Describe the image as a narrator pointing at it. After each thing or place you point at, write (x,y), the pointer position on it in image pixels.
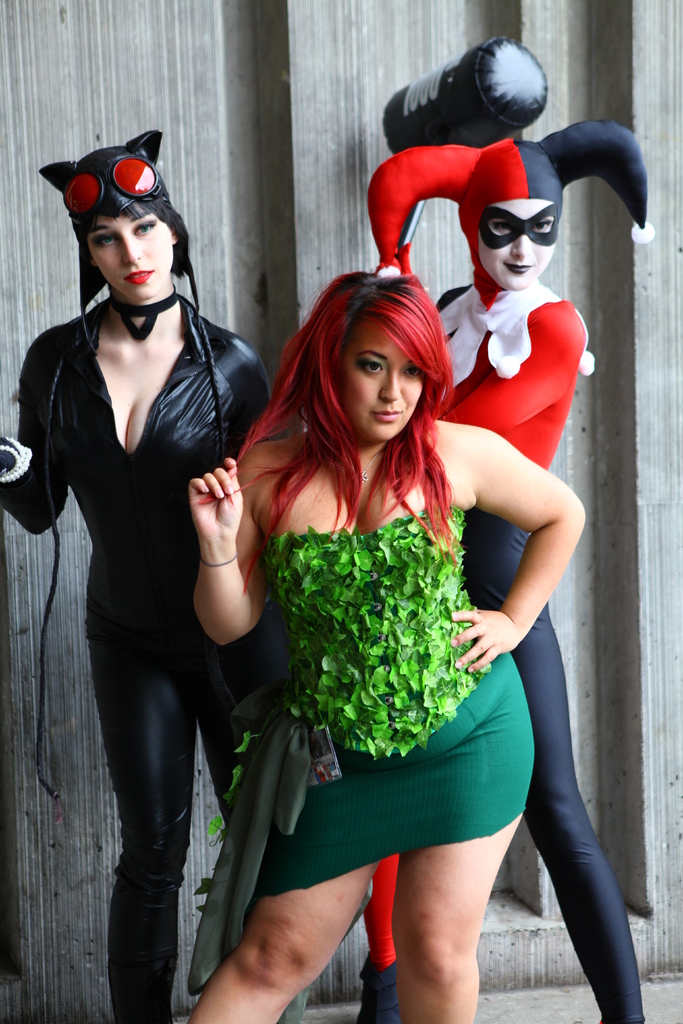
In this picture we see 3 women (426,737) in different costumes (486,561) looking at someone.
